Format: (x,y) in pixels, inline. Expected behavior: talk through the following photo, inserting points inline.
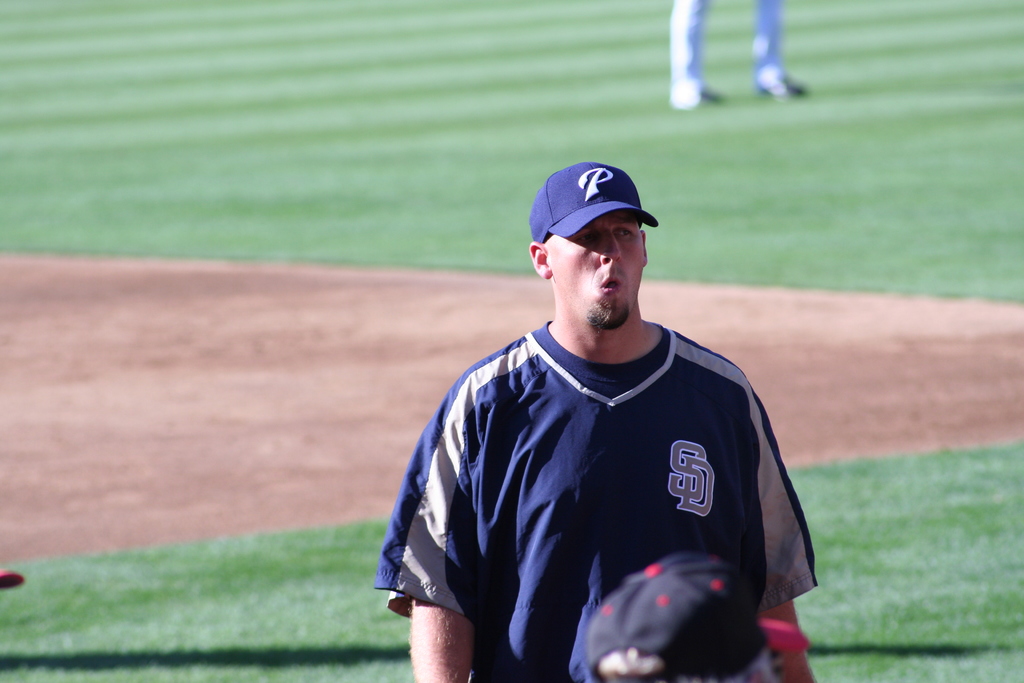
In this picture there is a man (583,458) standing and wore a cap (643,221) and we can see grass (210,568) and ground (307,422). In the background of the image (777,28) we can see legs (771,43) of a person (803,89). At the bottom of the image (649,641) we can see person's head (764,654).
